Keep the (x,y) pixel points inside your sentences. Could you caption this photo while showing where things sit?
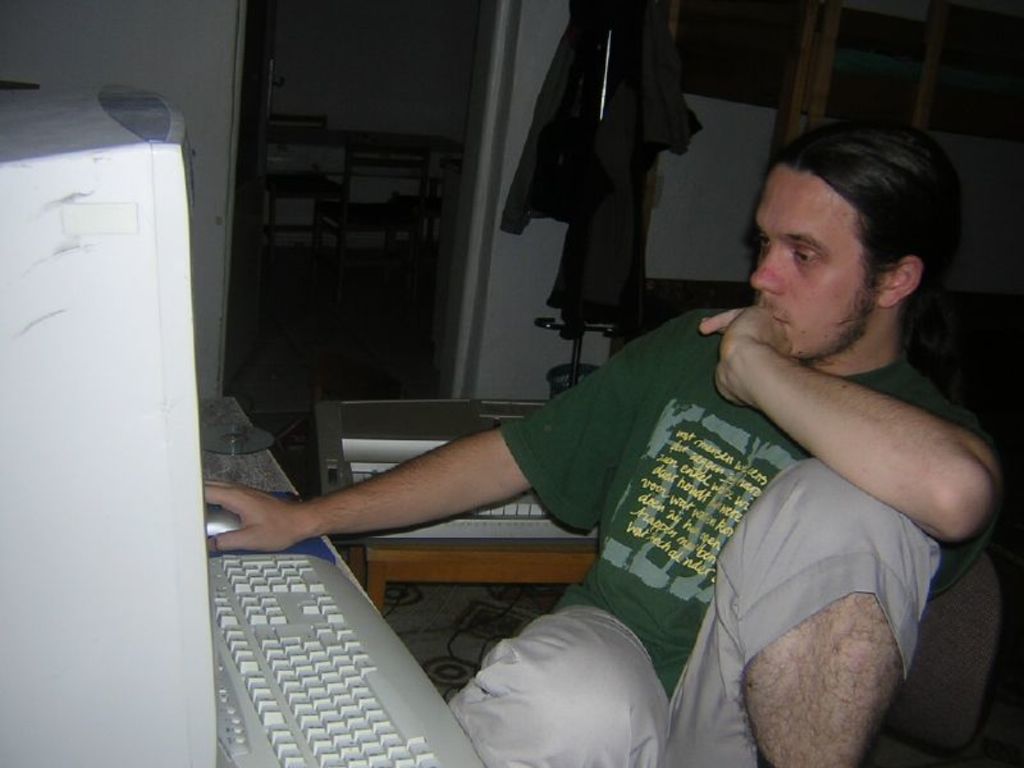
In this picture we can see a man (740,416) sitting on a chair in front of a table (272,482), we can see a monitor (88,436), a keyboard (288,619), a mouse (222,521) and a disc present on the table (260,472), in the background (527,90) there is a wall (519,47), we can see clothes (650,104) here, in the middle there are two chairs (404,198) and a table (409,143).
